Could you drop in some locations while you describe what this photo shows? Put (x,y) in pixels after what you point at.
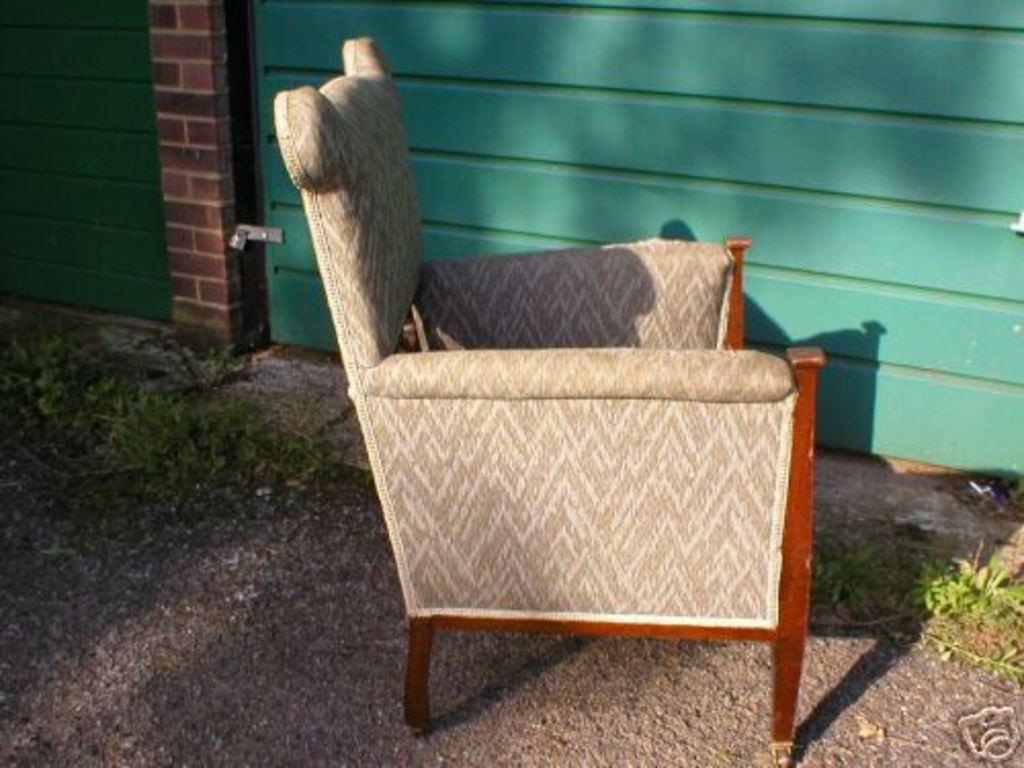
As we can see in the image there is a green color shutter (737,49), a chair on road (326,419) and grass (111,429).
